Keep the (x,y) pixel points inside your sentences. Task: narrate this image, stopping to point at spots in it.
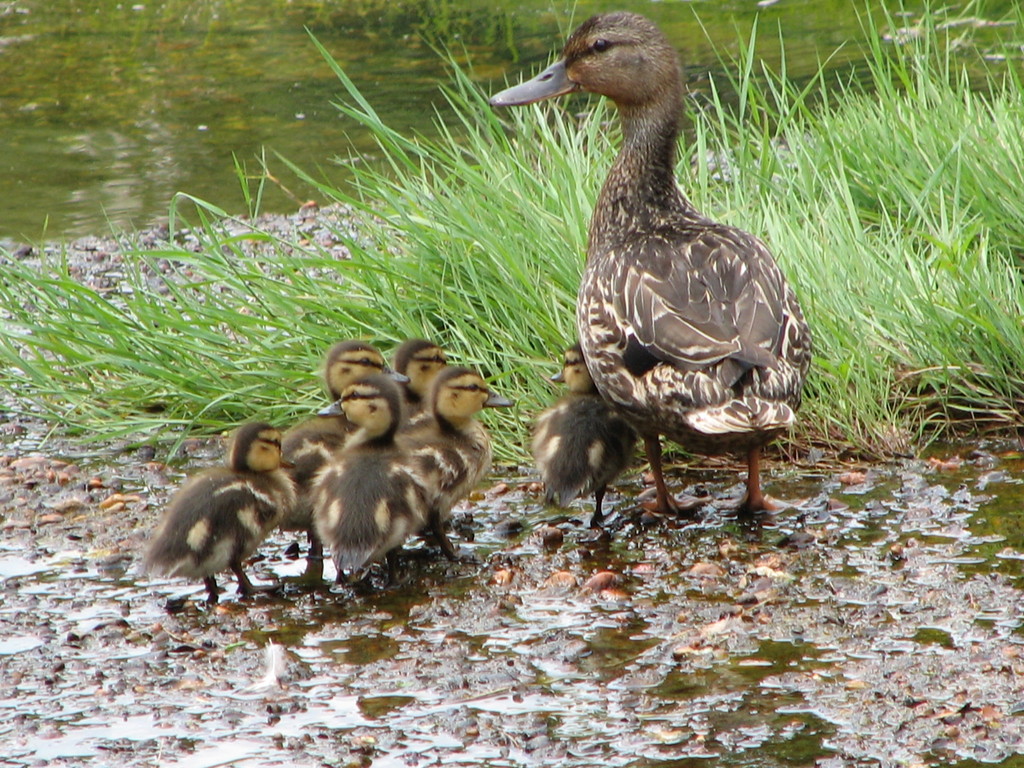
In this image we can see a lake (196,125). There is a grassy land (344,269) in the image. There are many birds (625,415) in the image.
